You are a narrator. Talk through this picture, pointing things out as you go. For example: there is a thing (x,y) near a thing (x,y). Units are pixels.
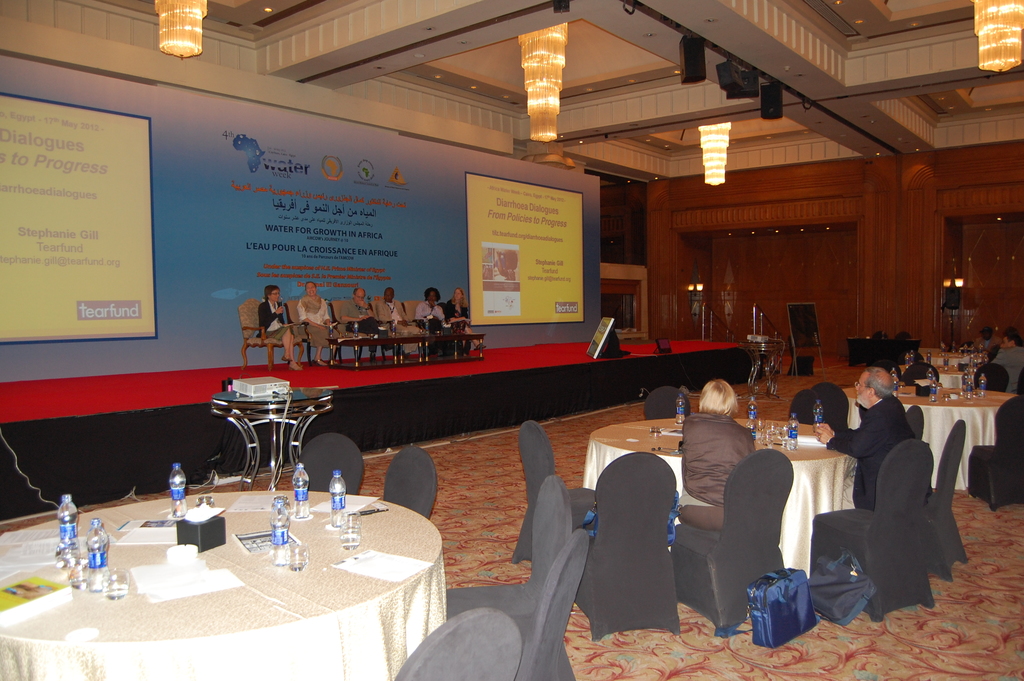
In the image we can see there are people (712,431) who are sitting on chair (764,507) and on table (143,600) there are water bottles (982,391).
